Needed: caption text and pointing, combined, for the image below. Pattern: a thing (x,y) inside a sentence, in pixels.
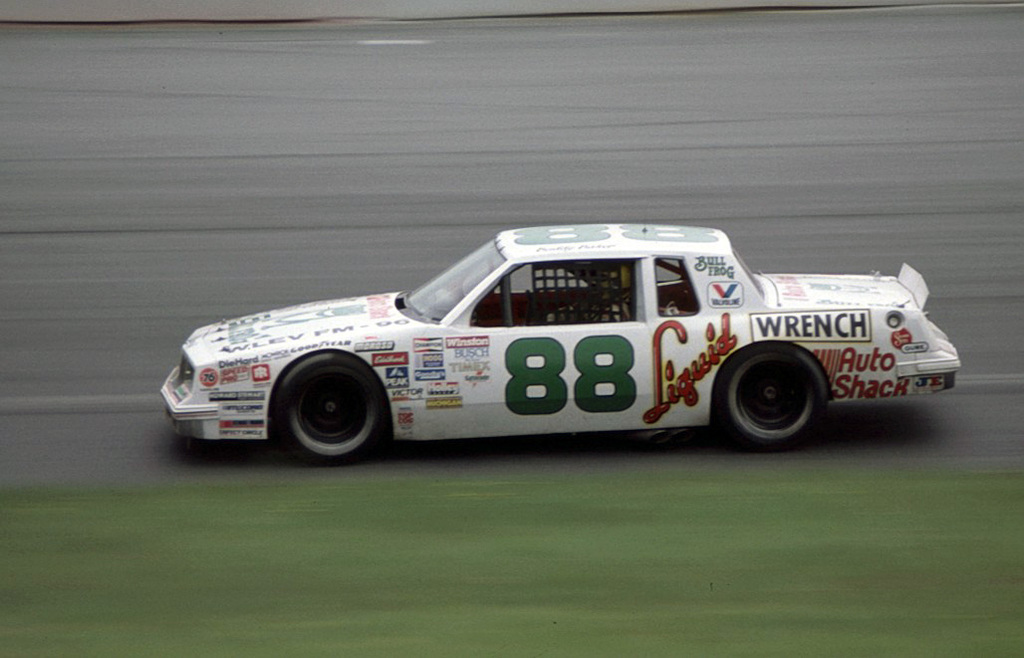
In this image in the center (494,339) there is one car (184,424), and at the bottom (271,555) there is grass (851,566) and in the center (381,228) there is a road (613,200).
